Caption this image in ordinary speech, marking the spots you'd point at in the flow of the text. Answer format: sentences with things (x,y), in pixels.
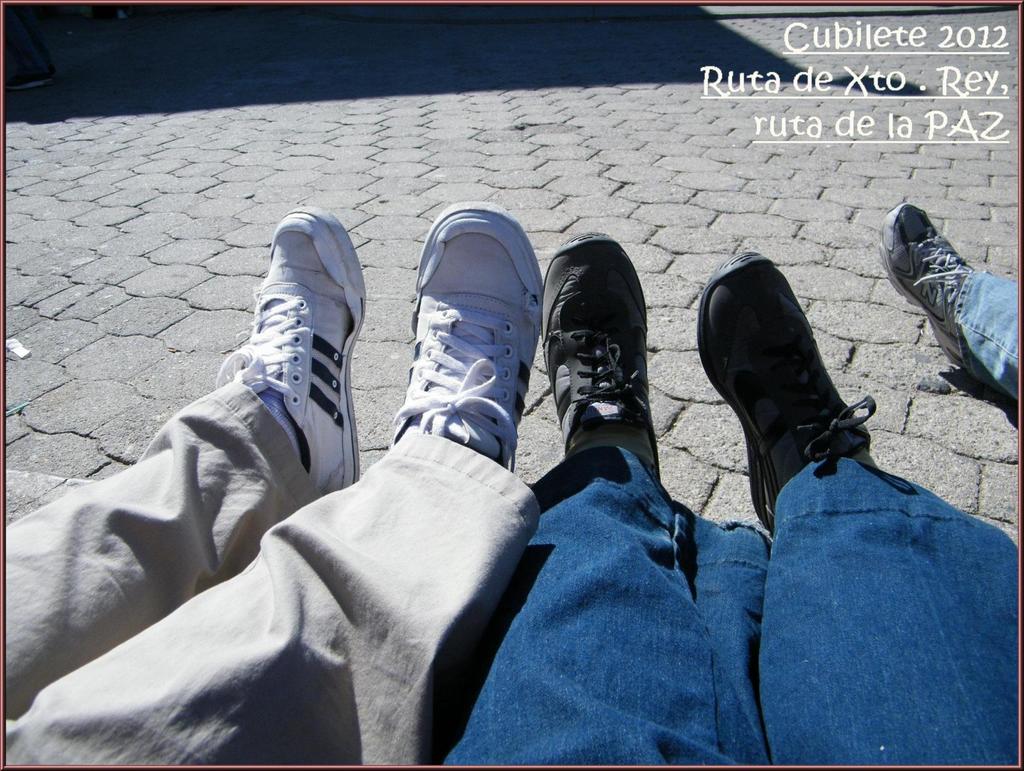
In this image, we can see human legs (799,575) with shoes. Here we can see the path (564,182). On the left side (43,68) top corner, human (28,42) is standing. On the right side (906,98) top corner, we can see a watermark (852,87) in the image.
